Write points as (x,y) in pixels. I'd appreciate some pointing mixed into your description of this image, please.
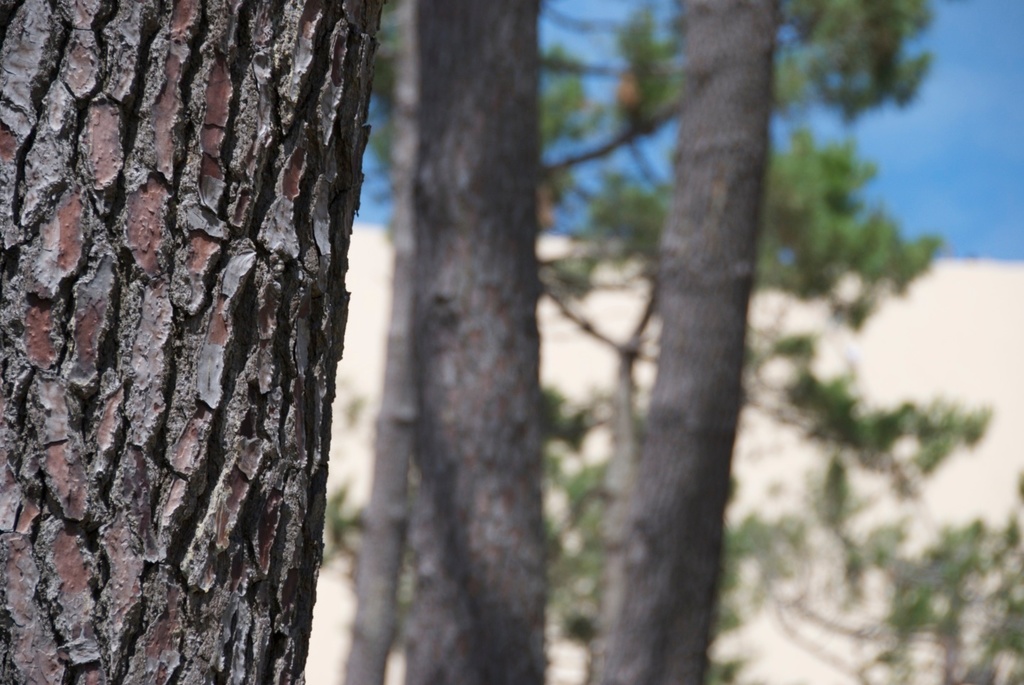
In this image I can see the trunk (153,368), background (865,226) I can see few trees (530,274) in green color and the sky (924,147) is in blue color.
